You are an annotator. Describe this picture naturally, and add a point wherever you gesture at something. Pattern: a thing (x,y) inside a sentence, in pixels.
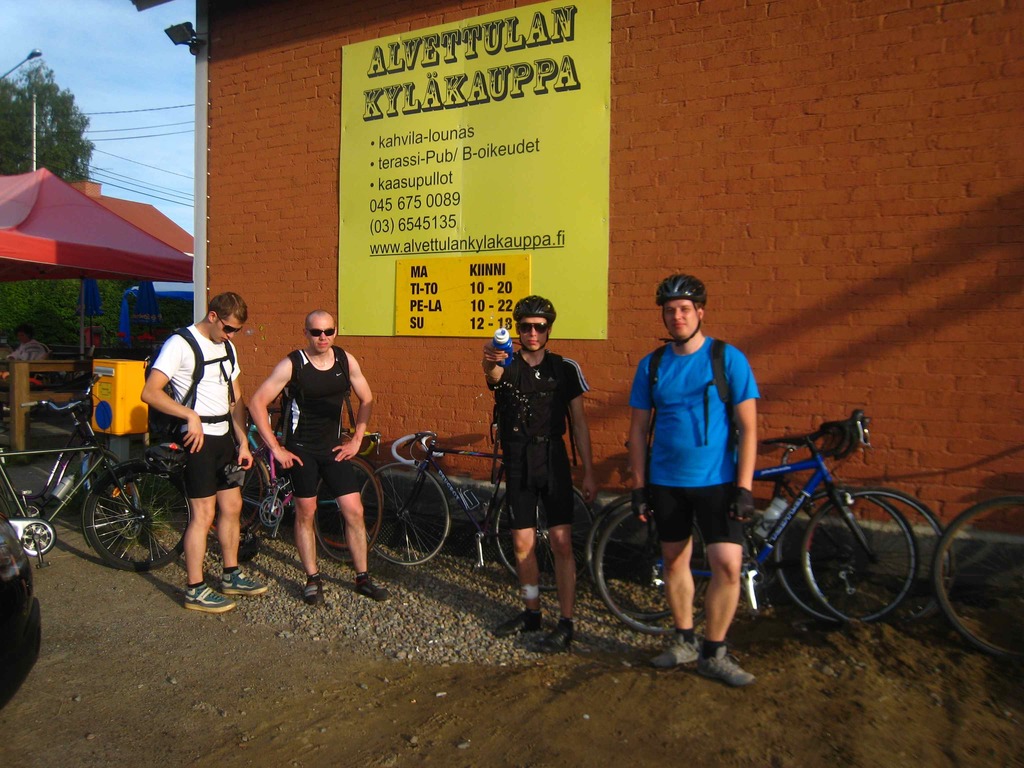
In this picture there are four persons (689,497) standing and there are few bicycles (464,507) behind them and there is a sheet (439,188) which has some thing written on it is attached to the wall (646,181) in the background (462,206) and there are few other objects (81,246) and trees (63,157) in the left corner (81,222).
